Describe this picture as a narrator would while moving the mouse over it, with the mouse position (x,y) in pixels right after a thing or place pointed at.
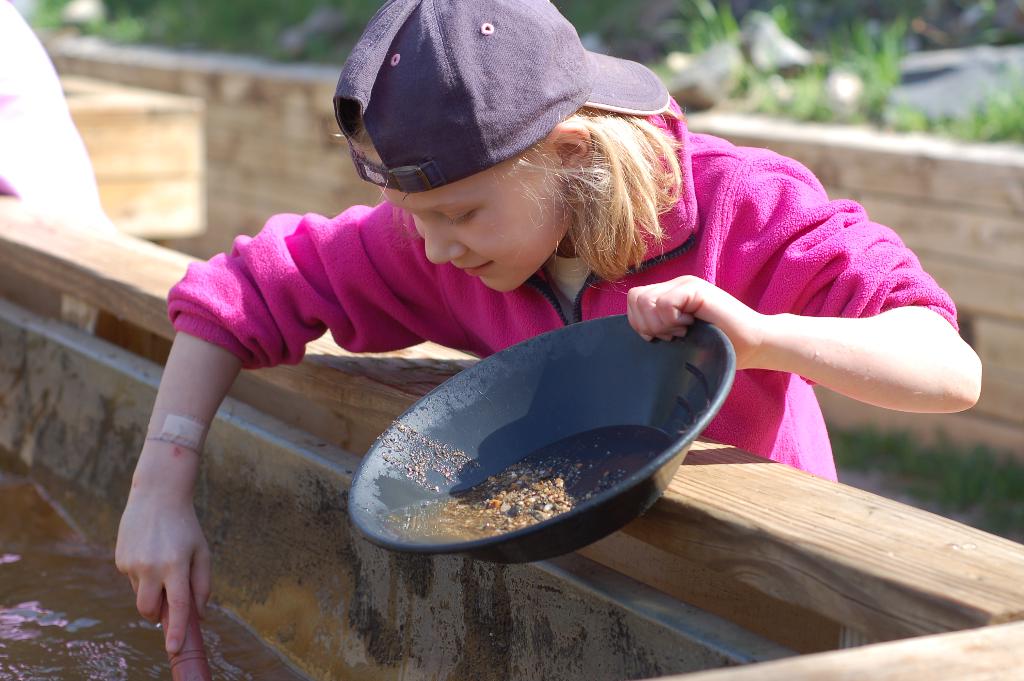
In this picture there is a girl (677,327) standing and holding an object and bowl (714,357) and we can see water (42,621) in a container (225,528). In the background of the image (142,101) it is blurry.
